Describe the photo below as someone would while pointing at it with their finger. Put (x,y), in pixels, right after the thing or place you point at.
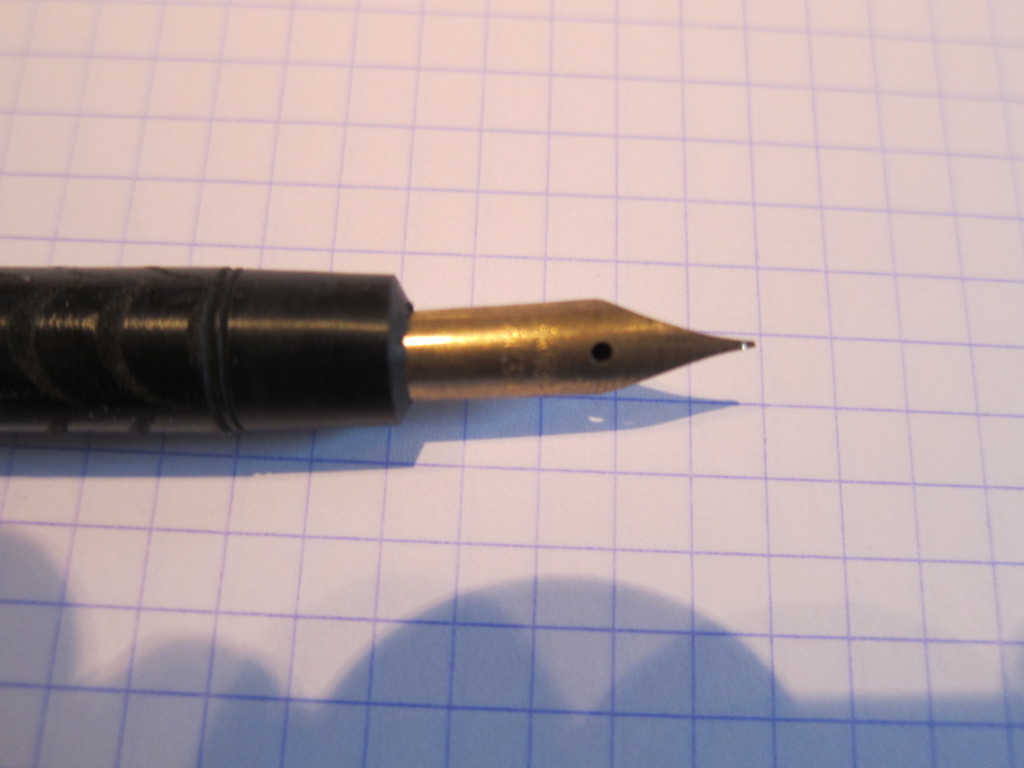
In this image we can see a pen (286,383). There is an object (570,195) below the pen (243,394).
